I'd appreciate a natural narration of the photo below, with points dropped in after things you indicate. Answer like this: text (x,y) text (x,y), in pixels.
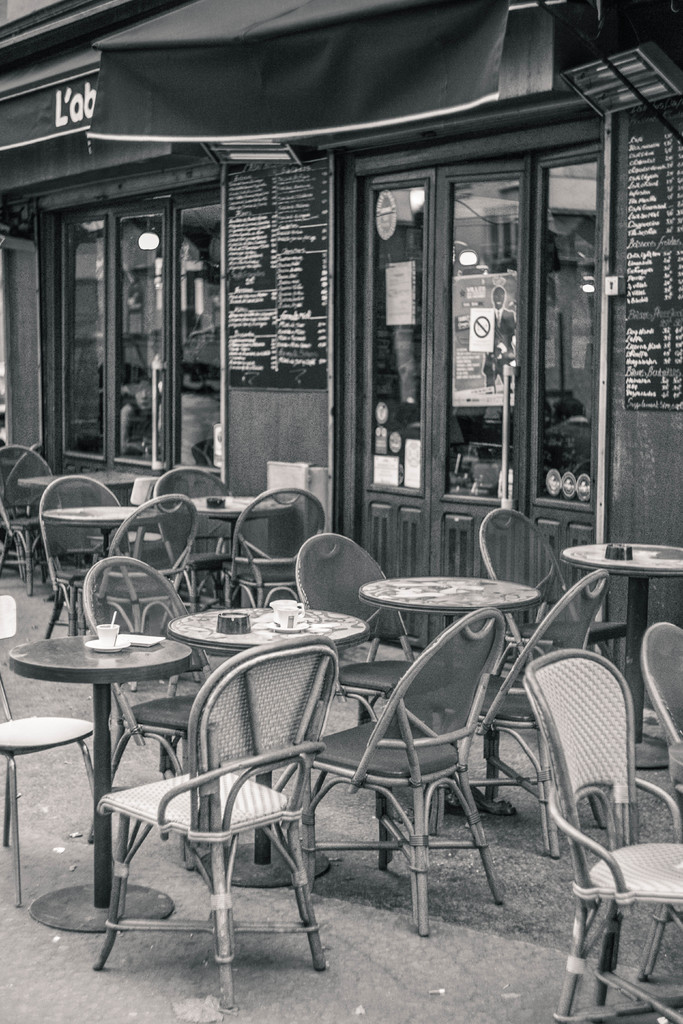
In the picture we can see a restaurant (617,393) with tables (637,655) and chairs (649,657) and on the tables (176,645) we can see some cup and saucers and in the background (672,188), we can see a wall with doors (67,264) and glasses (569,315) to it and we can see a menu board (682,183) to the wall (148,176).
